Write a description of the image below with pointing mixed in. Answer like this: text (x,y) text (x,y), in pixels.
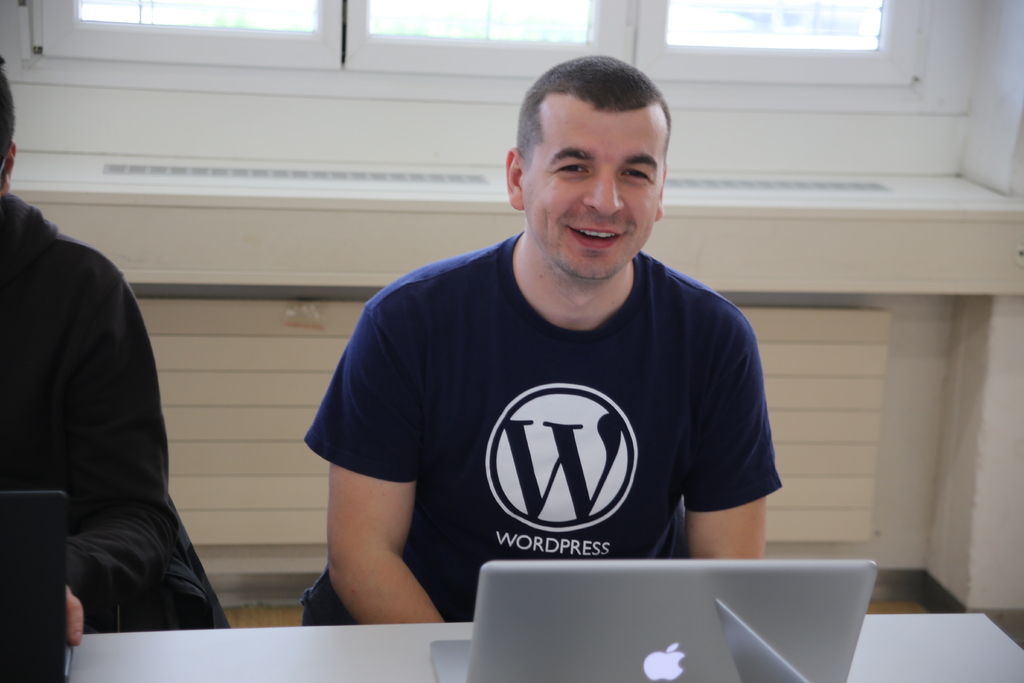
In the center of the image (454,426) we can see two people (337,566) sitting, before them there is a table (393,656) and there are laptops (777,640) placed on the table (896,668). In the background (779,110) there is a window (872,0) and a wall (968,241).
